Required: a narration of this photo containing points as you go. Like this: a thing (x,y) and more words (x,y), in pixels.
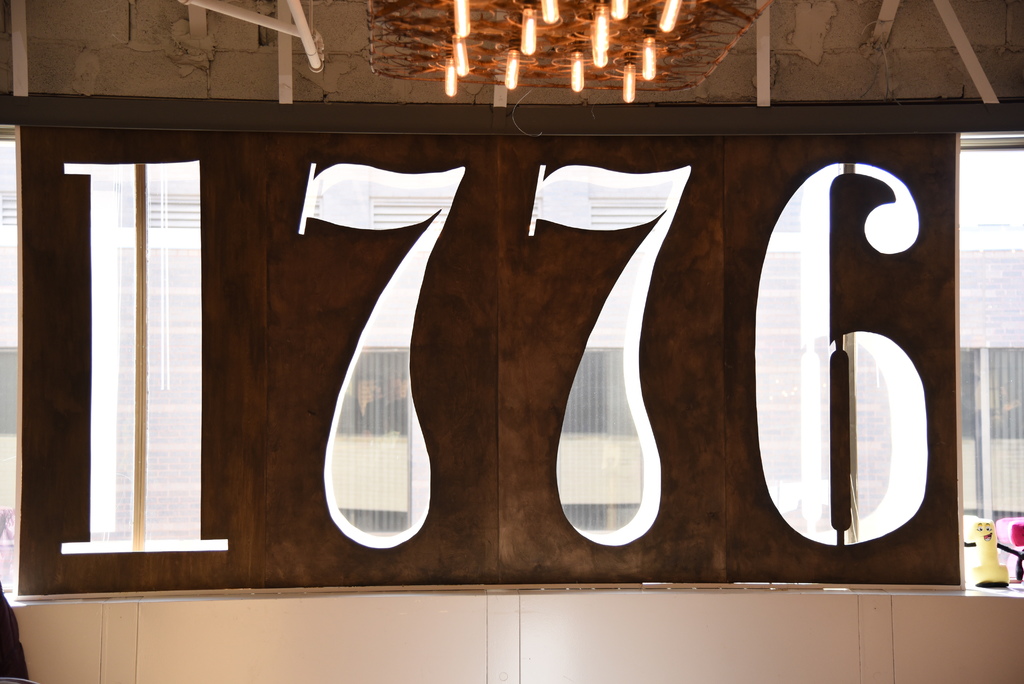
In this image, we can see a brown color wooden wall (68,136) and there are some numbers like 1776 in white color on the wall (885,555), at the top (665,50) there are some lights (655,50).
